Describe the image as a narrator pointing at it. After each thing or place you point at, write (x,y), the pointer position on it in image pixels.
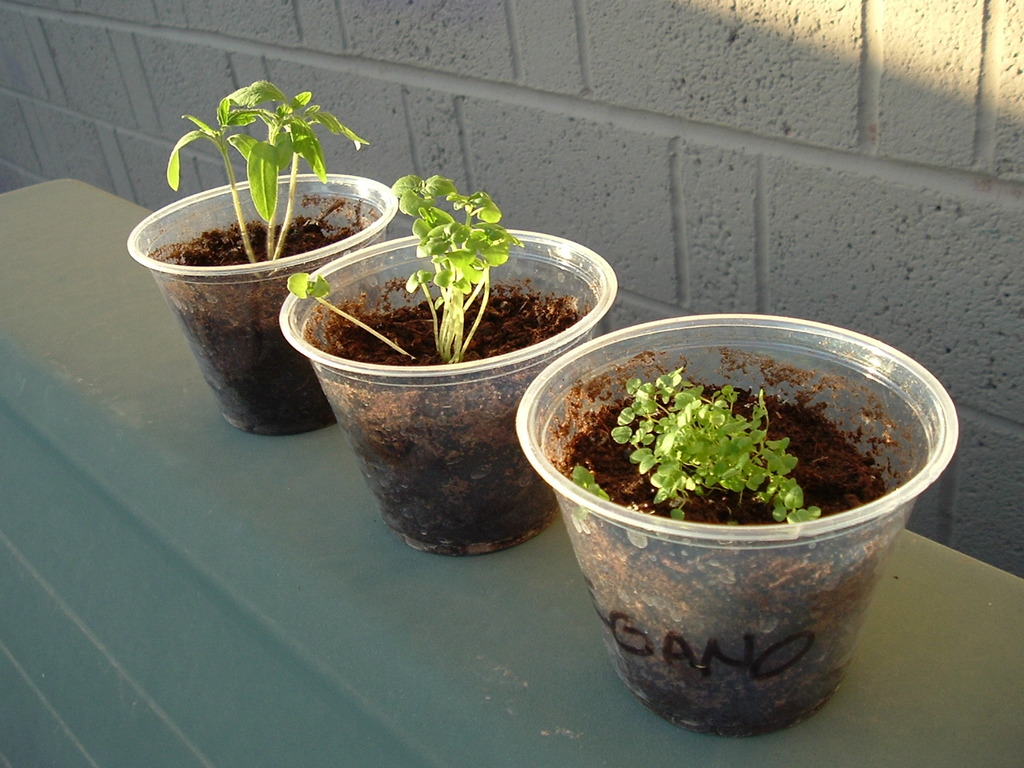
In this picture we can see three house plants (347,362) on a table (284,756) and in the background (203,96) we can see the wall (665,62).
